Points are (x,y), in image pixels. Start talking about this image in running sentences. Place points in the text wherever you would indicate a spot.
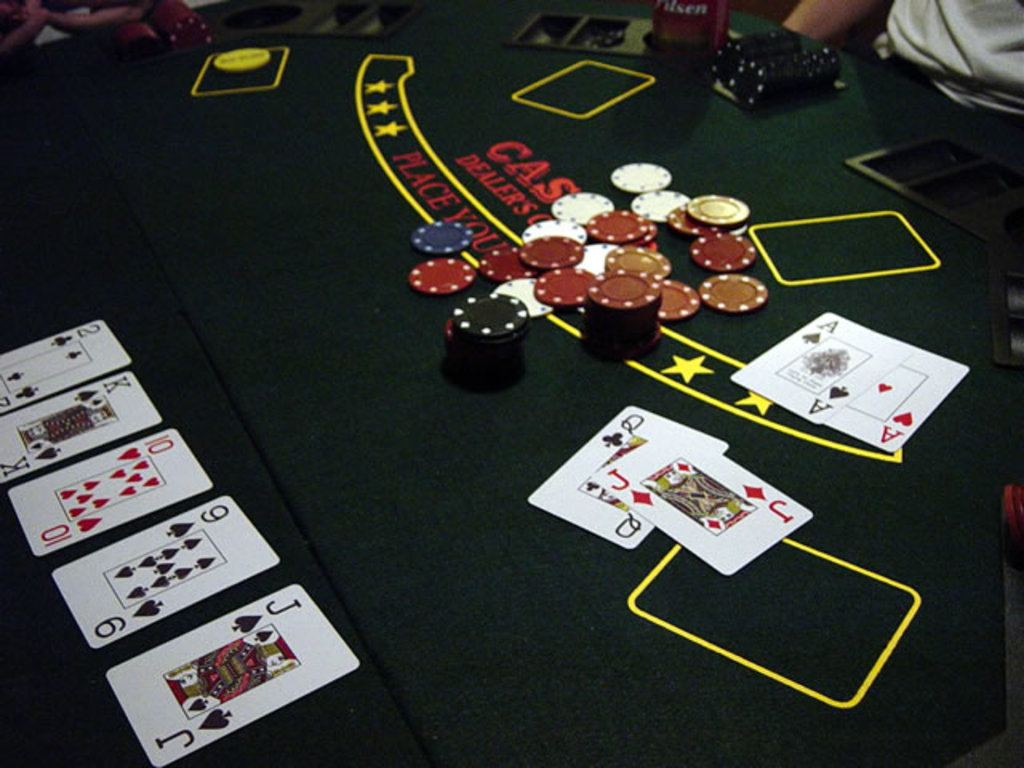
In this image in the front (485,373) there are coins (601,270) on the table (483,232) and there are cards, there is some text (516,176) written on the table (506,140). On the right side (895,21) there is a person (886,15) and on the top of the left is the person (90,17) is visible.
